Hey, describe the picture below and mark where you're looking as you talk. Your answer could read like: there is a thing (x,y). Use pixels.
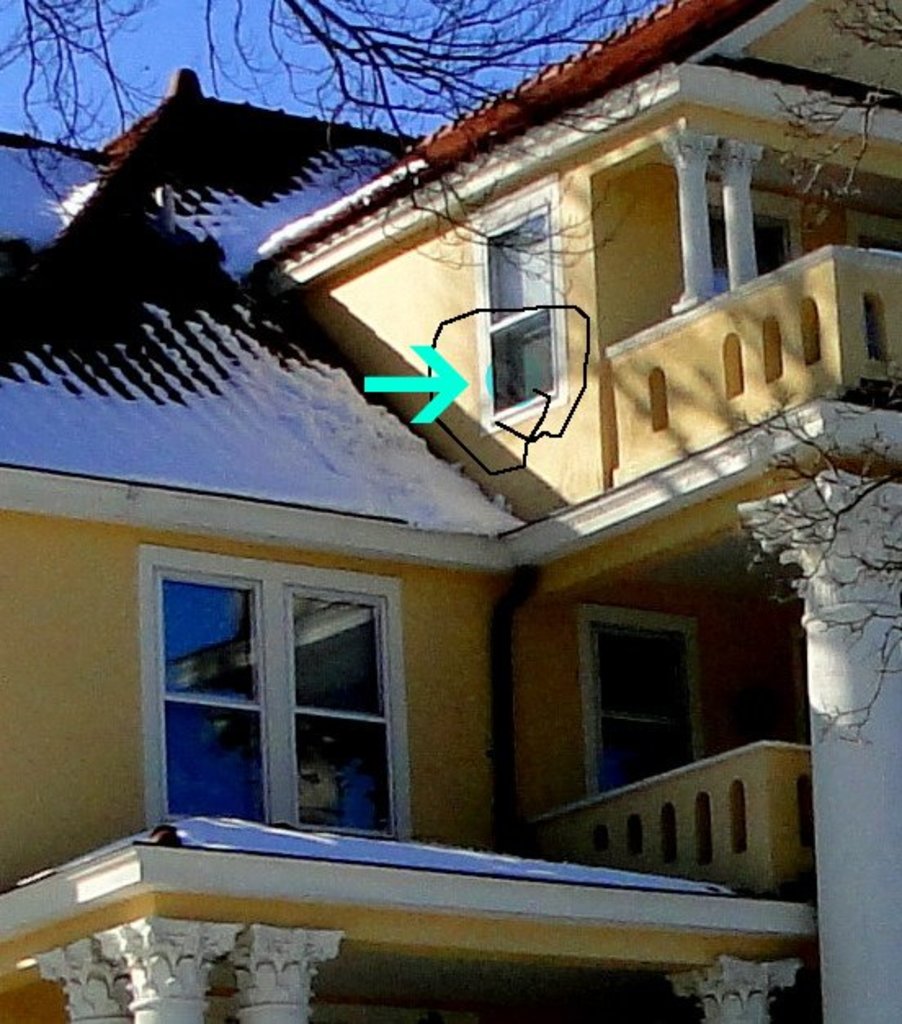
In this image there is a house (254,630) to that house (313,743) there are windows (601,620), on top there is a arrow mark (464,386), on the right side (871,491) there is a tree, in the top left (30,19) there is a tree (341,74).
